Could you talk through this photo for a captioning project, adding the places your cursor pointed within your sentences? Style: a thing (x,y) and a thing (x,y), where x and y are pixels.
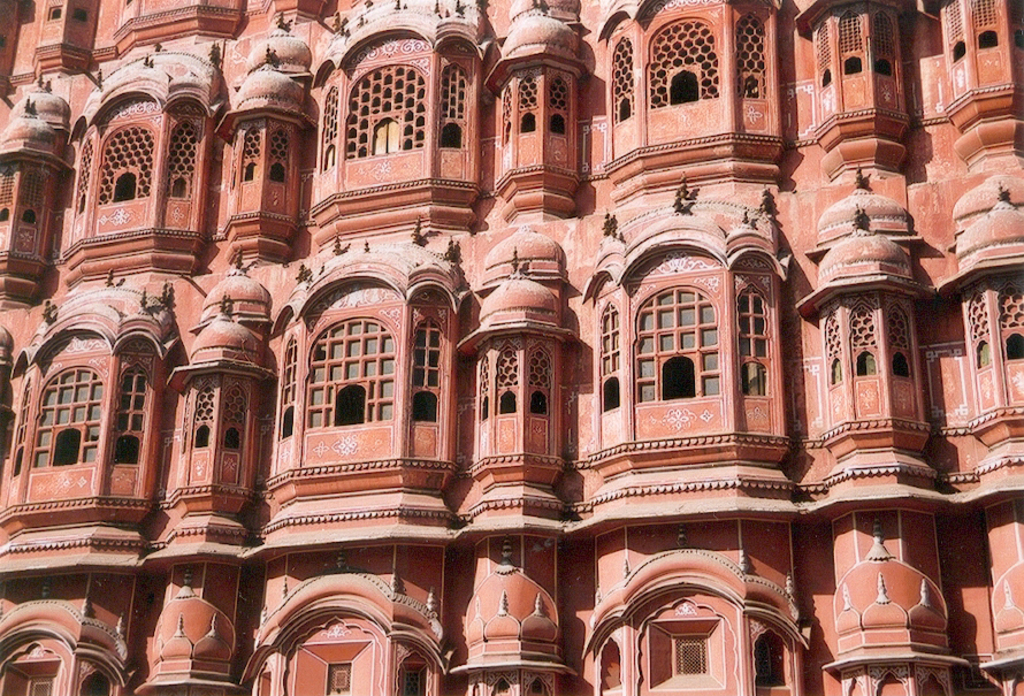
In this image we can see a building (285,277) with windows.
